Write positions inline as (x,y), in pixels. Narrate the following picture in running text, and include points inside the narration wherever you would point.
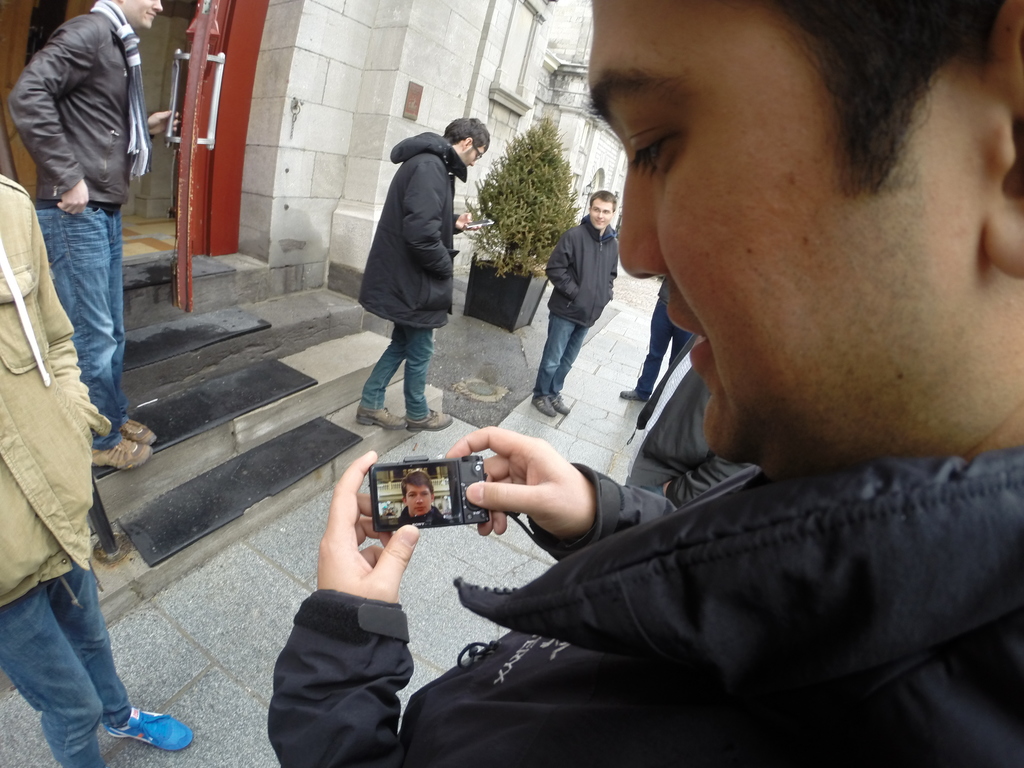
In this picture we can see a group of men (66,215) where some are standing and some are walking and here person (517,435) holding camera (435,461) in his hand (499,492) and in background (324,96) we can see wall (367,34), door (212,145), flower pot (497,295) with tree (492,230).
